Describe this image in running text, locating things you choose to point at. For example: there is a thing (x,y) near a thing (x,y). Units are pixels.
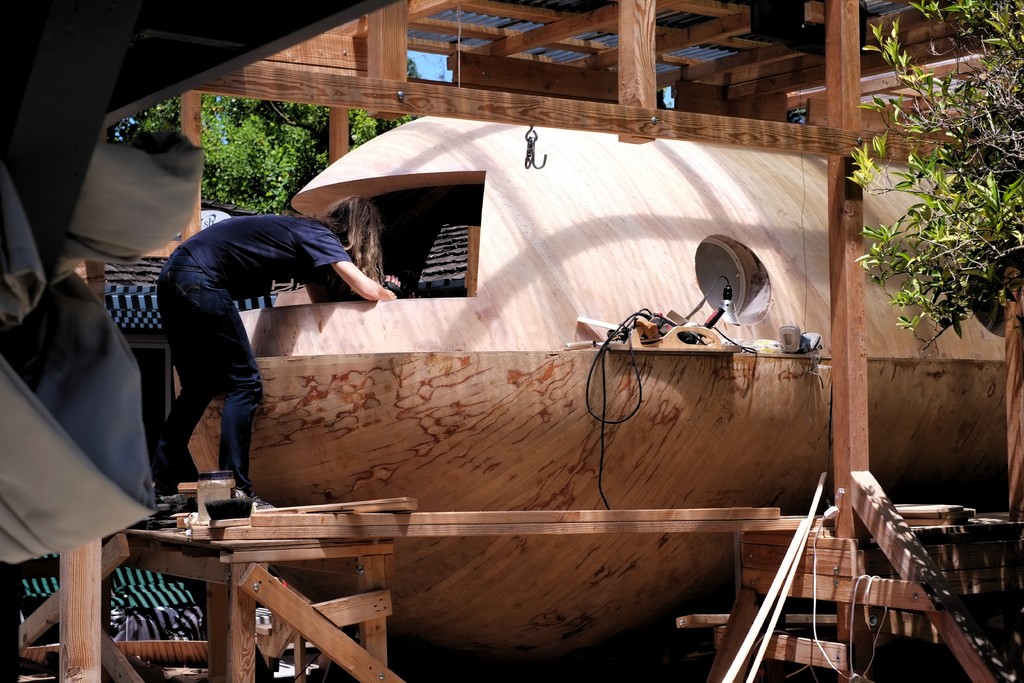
In this picture we can see a person (231,338) is standing on a wooden table (153,556) and on the table (164,544) there are some objects (216,476). On the right side of the person (236,259), there is a wooden architecture (641,270). On the right side of the image (936,238), there is a tree (952,246). Behind the architecture (309,189), there are trees (298,123) and the sky (425,65).
